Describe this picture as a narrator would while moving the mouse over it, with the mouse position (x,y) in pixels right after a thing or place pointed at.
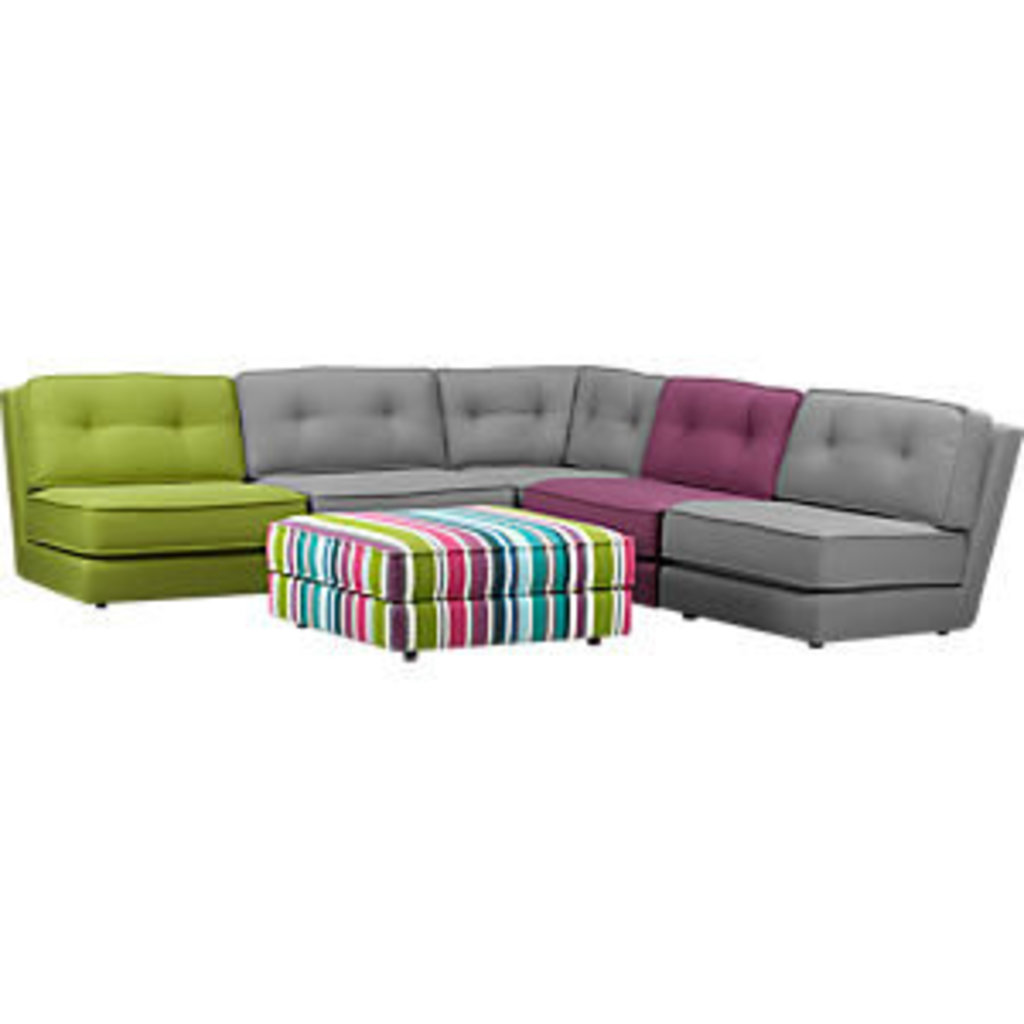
In this picture there is a sofa set (515,461) and a table (538,537) placed in front of it. In the background (474,275) there is white.
